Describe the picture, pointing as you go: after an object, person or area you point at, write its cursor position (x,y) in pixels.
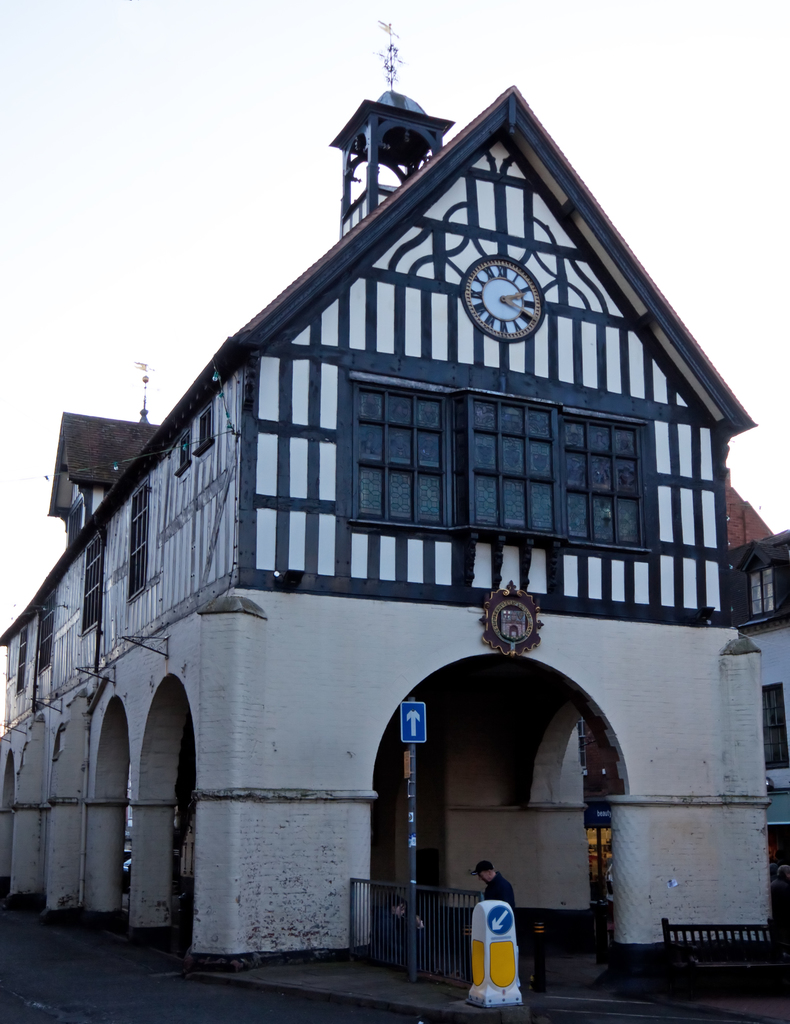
In this image we can see a building (418,662), there is a person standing near the building (301,938), there is fencing (381,950), bench (748,926) and some boards (489,642).
